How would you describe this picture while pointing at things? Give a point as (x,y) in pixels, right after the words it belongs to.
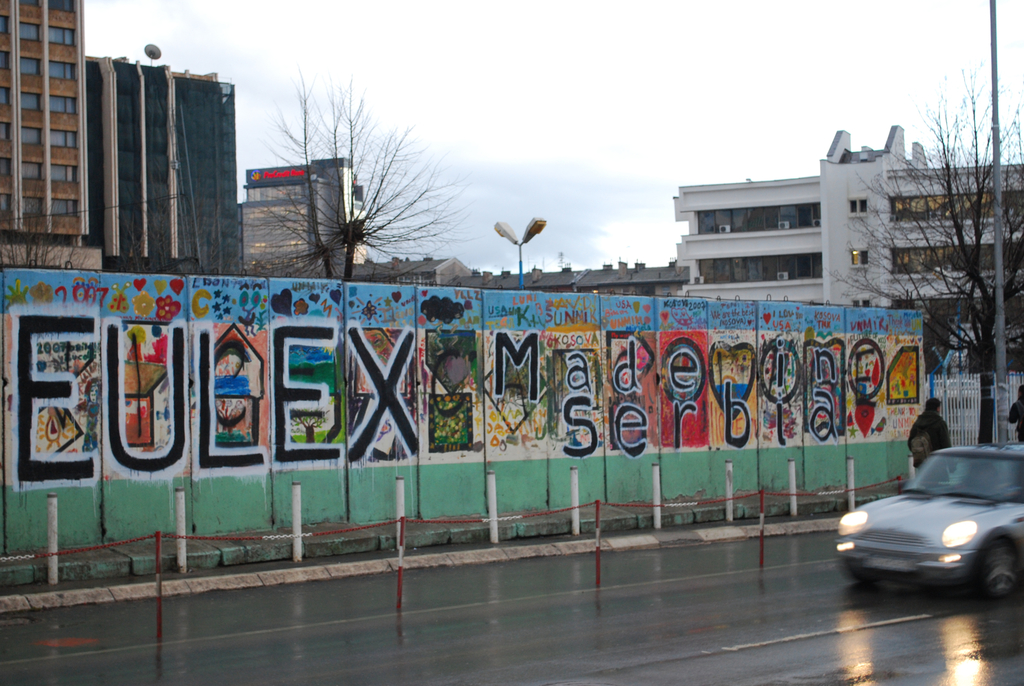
This image is clicked outside. There is a car (975,518) on the right side (941,523) bottom corner. There are trees (963,244) in the right side (938,312) and left side. There are buildings (197,180) in the middle (359,270). There is sky (661,119) in the top (557,193). There are street lights (533,229) in the middle (513,245). There is a wall (522,496) in the middle (537,442).
